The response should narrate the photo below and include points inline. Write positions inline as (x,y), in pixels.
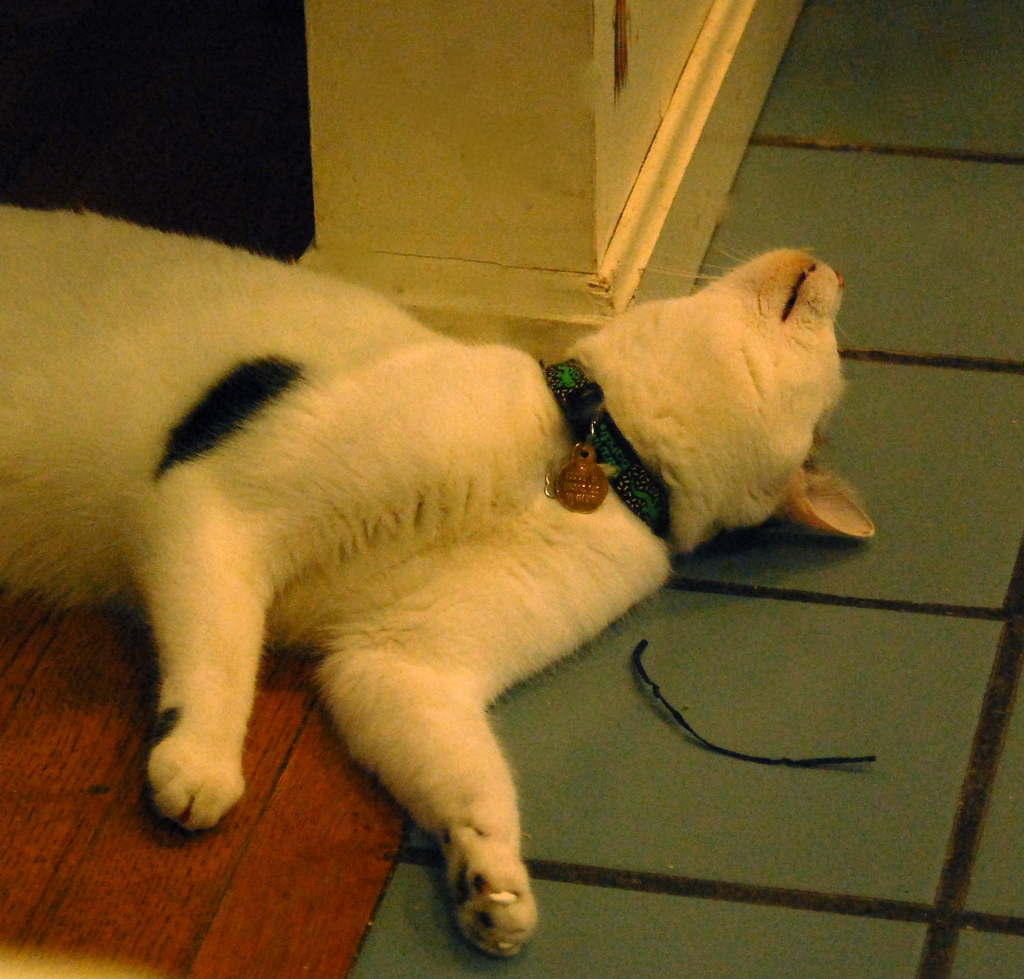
In this picture there is a cat (468,363) lying on the floor (999,602) and wall (475,42). In the background of the image (265,43) it is dark.
